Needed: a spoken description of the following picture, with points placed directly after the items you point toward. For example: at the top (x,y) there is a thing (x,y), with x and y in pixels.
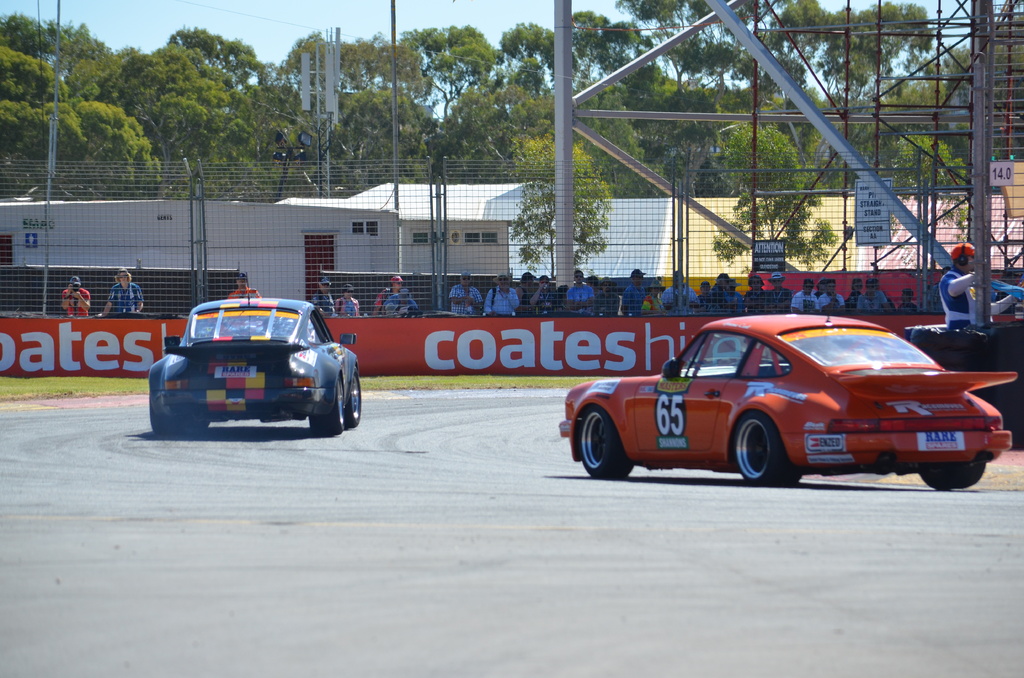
In this image we can see two cars (780,394) are on the road (424,537). Behind one fence (204,223) is there, behind the fence (673,258) people (776,280) are standing and watching cars (869,398). Behind the people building (375,196), trees (337,130) and poles (329,118) are there.
